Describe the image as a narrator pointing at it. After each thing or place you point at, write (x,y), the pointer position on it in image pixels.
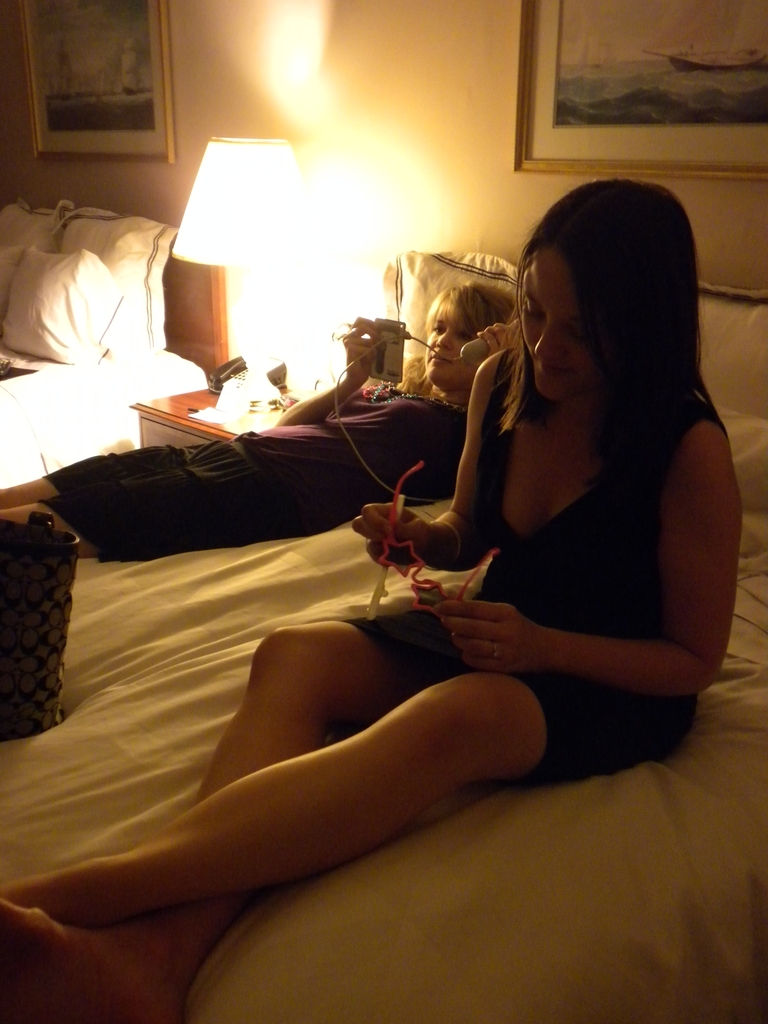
The person (571,605) wearing black dress (564,604) is sitting on a bed (551,788) and holding pink spectacles (413,556) and the other person (385,499) wearing violet dress (339,442) is lying on bed (288,541) and holding phone (475,353) in her hand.
